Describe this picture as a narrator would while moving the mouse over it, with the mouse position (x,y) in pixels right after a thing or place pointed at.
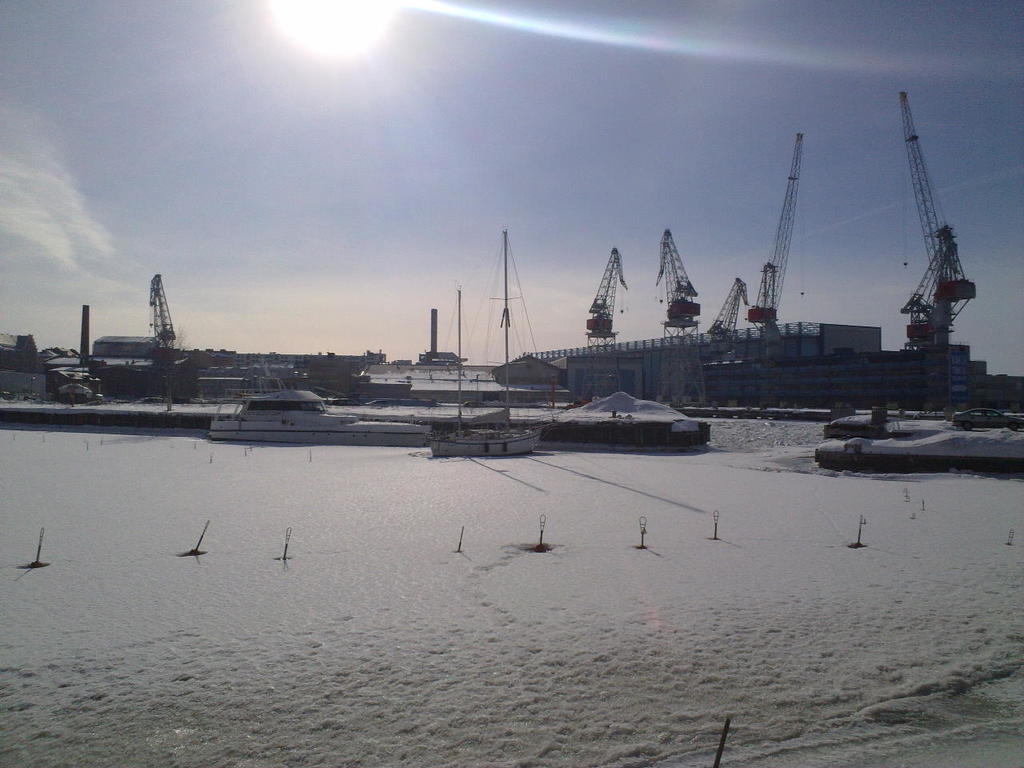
In this image there is a ship (261,432) and a boat (489,450) on the snow (418,539). A vehicle (995,413) is on the road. There are few cranes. Behind there are few buildings (367,375). Top of image (332,239) there is sky (402,138) having a sun (317,19).
